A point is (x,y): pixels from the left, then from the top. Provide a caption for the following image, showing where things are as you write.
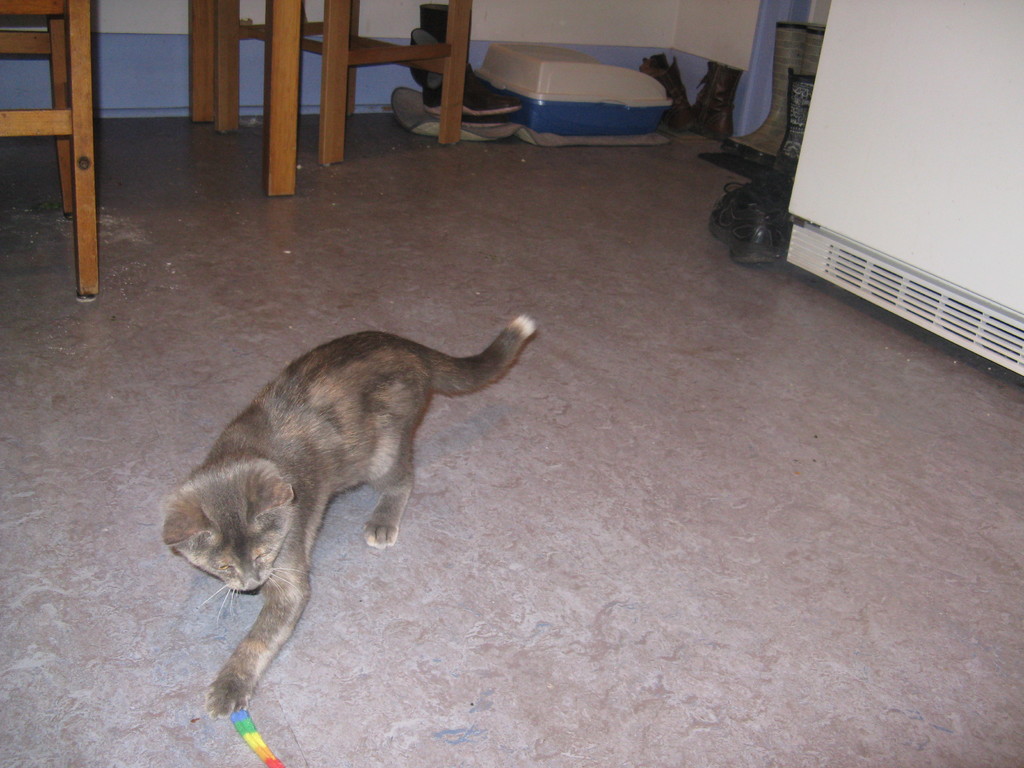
In this image I can see a cat (235,515) which is in grey and cream color. Back I can see few objects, shoes (768,218) and wooden objects (334,58) on the floor (451,428).
